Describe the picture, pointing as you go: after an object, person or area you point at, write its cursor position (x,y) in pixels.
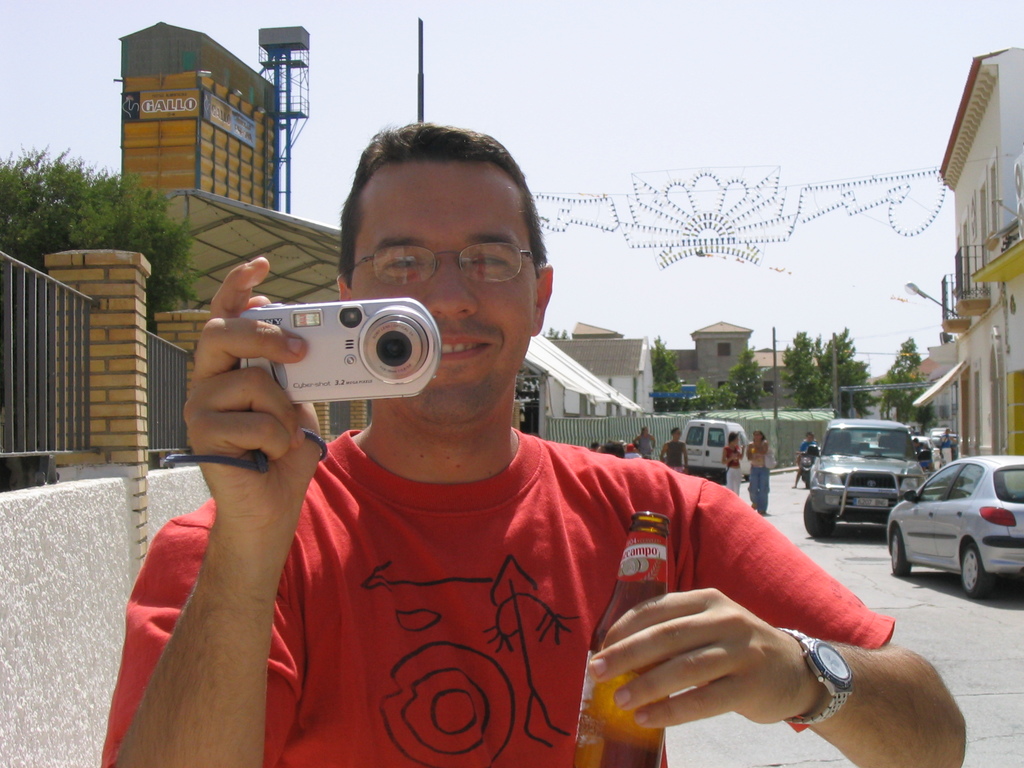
In this picture we can see a man (685,523) holding a camera (383,313) with one hand (273,438) and bottle (598,723) with another hand (774,699). He wear a watch (852,669) and he has spectacles (528,252). And he is smiling. And here we can see some vehicles (920,533) on the road (980,755). These are the buildings (963,143), there are some trees (809,385). This is the pole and there is a sky (735,89) in the background (735,89).
